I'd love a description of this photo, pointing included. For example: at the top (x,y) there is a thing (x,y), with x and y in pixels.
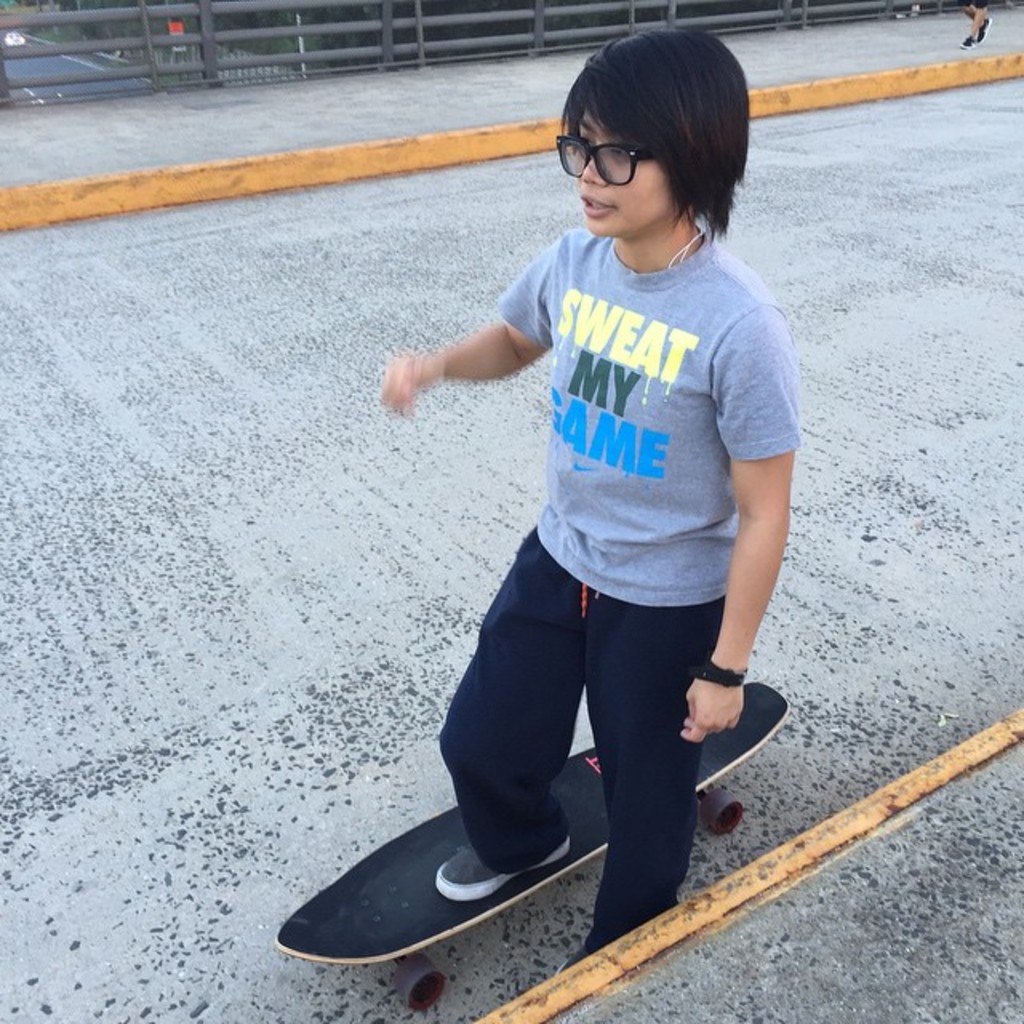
In this image there is a person (533,555) standing on the skateboard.
